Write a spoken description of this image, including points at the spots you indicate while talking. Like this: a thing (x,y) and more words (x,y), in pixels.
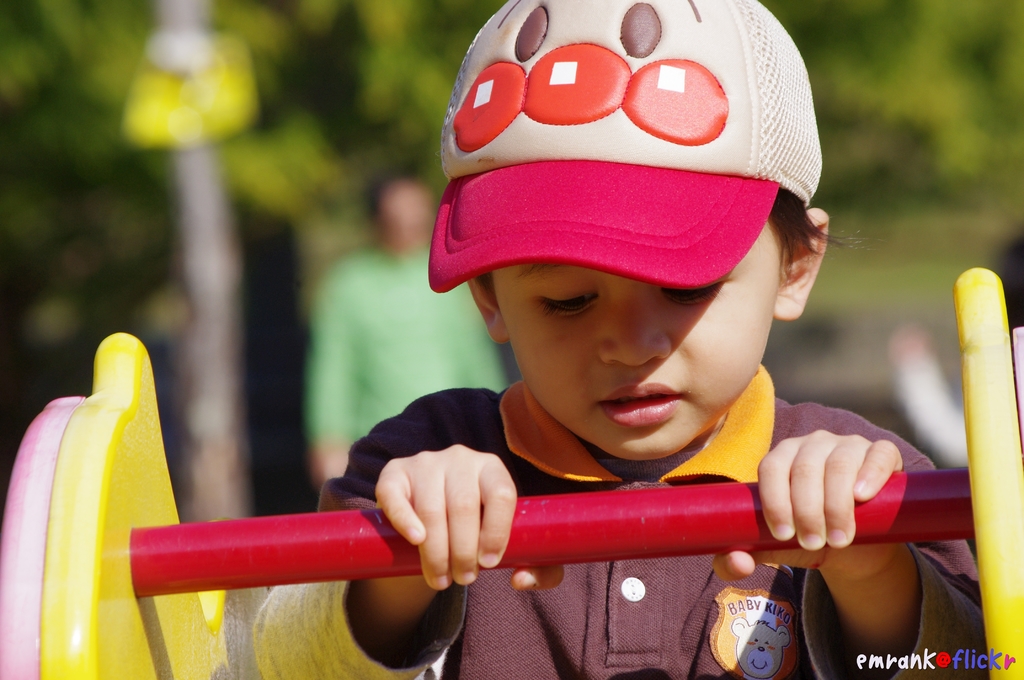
This image consists of a kid (728,612). He is wearing a cap (647,238) and holding a rod (679,508). The background (331,349) is blurred and we can see the trees (246,188) and a man (351,365).
